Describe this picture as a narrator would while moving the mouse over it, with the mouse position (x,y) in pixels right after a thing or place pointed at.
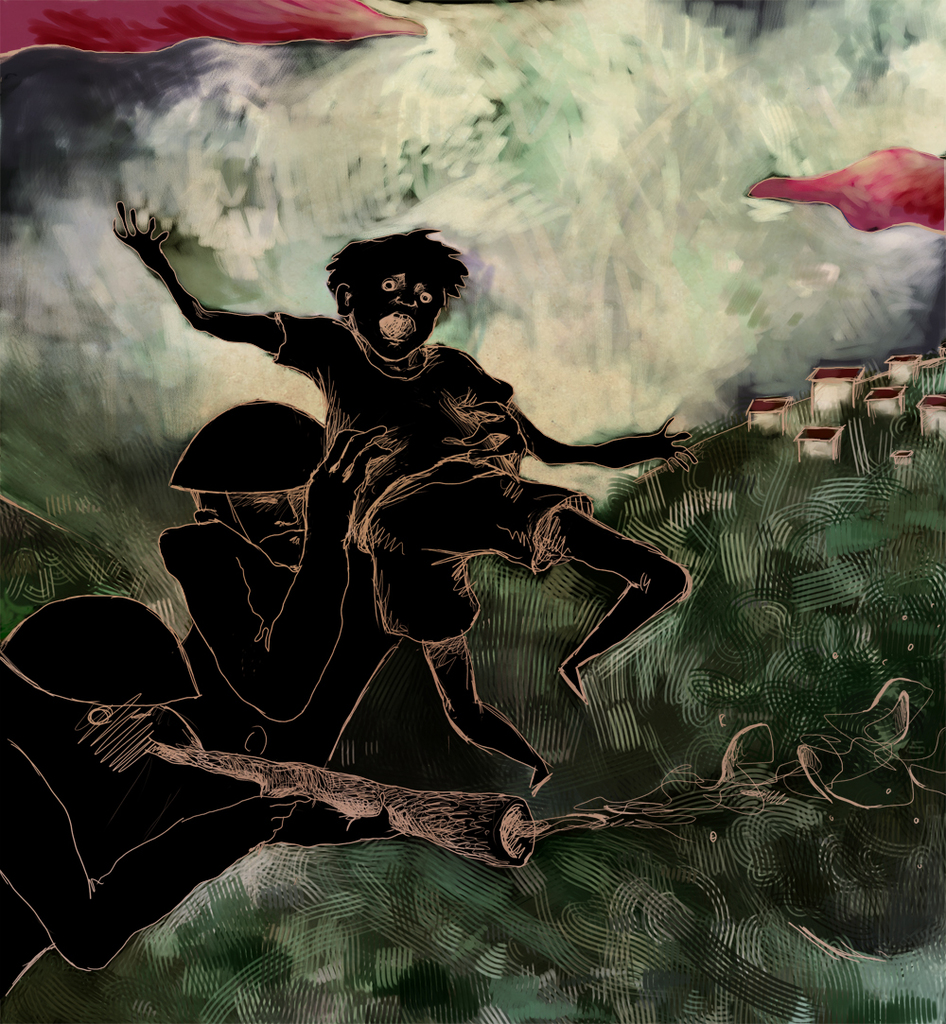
This is a picture of painting (370,454). At the top of the picture (191,7), we see a cloth (58,25) in red color.
